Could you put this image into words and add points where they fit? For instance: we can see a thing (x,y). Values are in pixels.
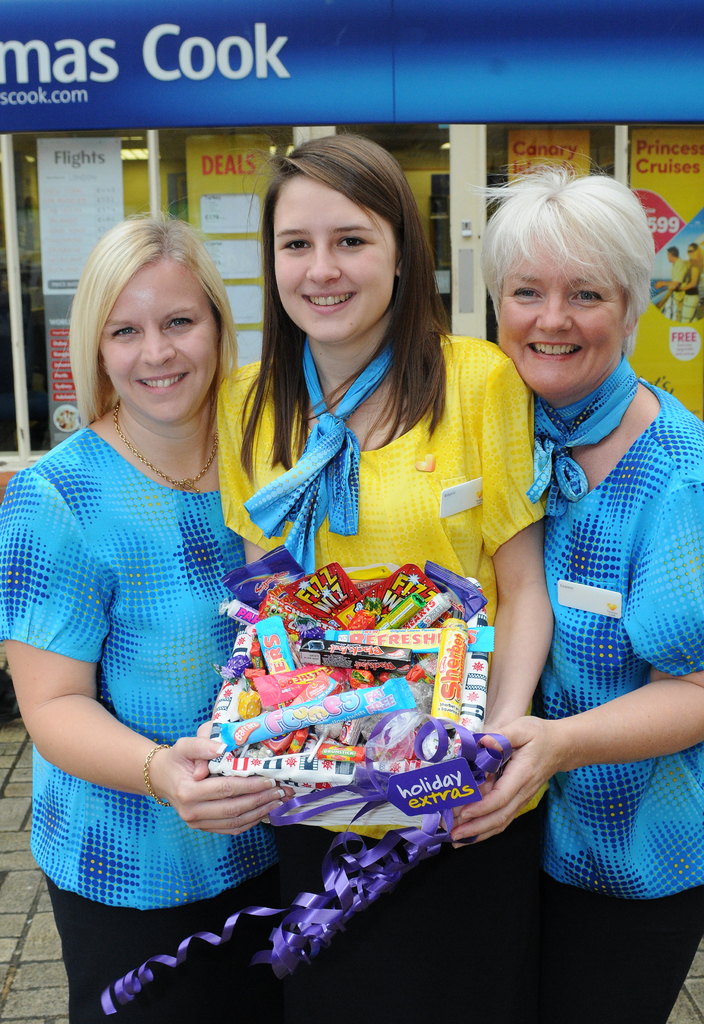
3 people (620,566) are standing holding chocolates (338,662). The person (397,471) at the center (379,480) is wearing a yellow t shirts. The other 2 people (613,768) are wearing blue t shirts (650,603). Behind them there is a building (65,107).
